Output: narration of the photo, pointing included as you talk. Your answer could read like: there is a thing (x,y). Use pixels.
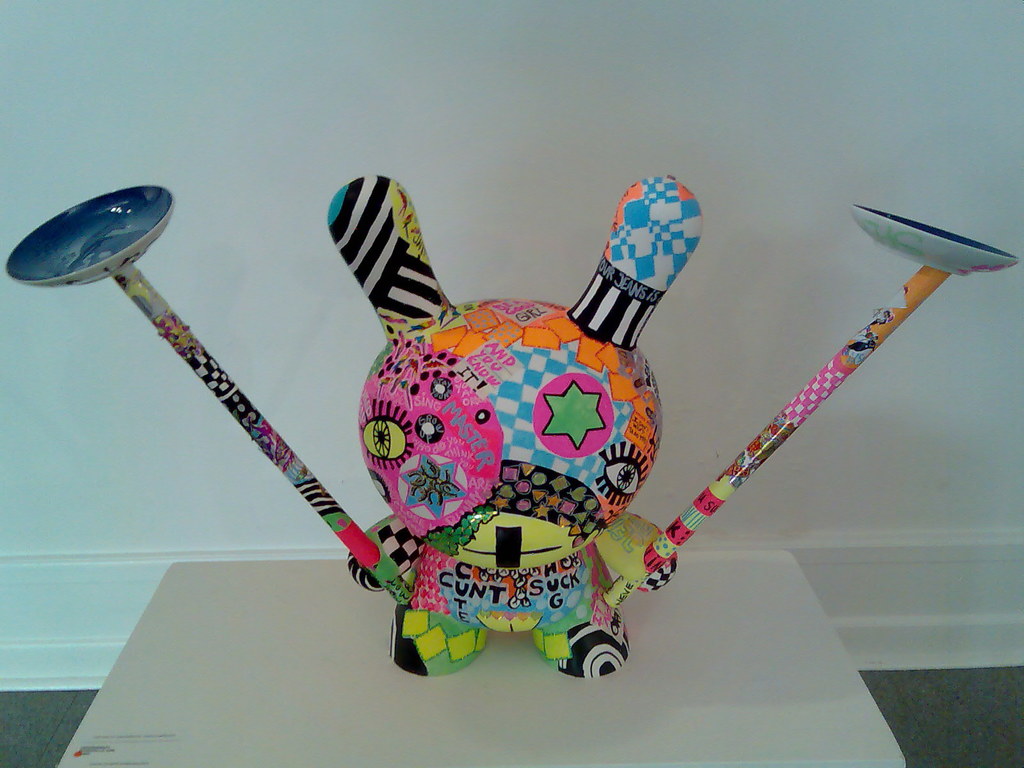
In this image in the front (512,541) there is a colourful object (499,467). In the background (449,93) there is a wall (555,118) which is white in colour.
